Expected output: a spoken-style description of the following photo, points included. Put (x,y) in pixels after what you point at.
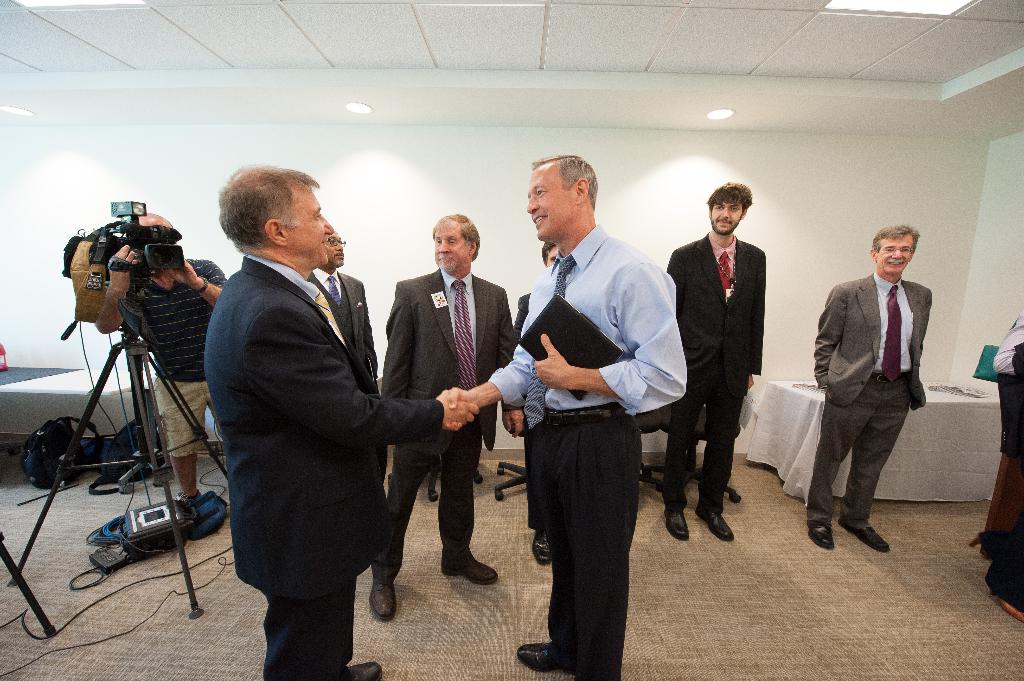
In this picture few people (652,322) are standing and couple of them standing and shaking their hands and I can see a man (165,334) holding a camera (127,234) with the help of stand (170,475) and I can see a man (563,377) holding a book (574,339) in his hand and few lights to the ceiling (948,74) and I can see chairs (526,472) and tables (768,445) and couple of bags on the floor (492,482).
